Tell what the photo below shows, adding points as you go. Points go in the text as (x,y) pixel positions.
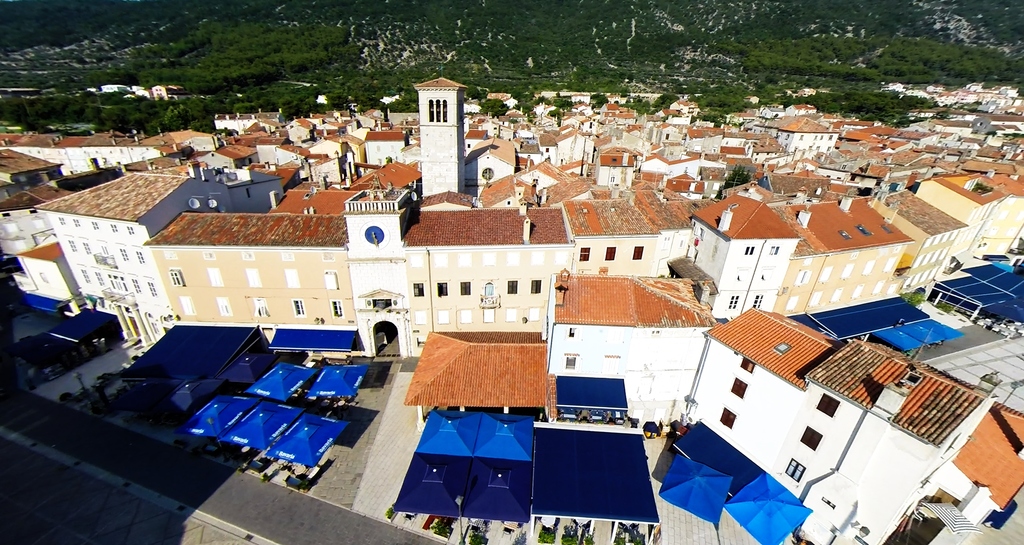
In the picture we can see an Aerial view of the houses (119,261), buildings (753,444) and some blue color tents (800,518) near the houses (972,101) and some buildings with clock towers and in the background (25,99) we can see a hill (66,88) covered with plants (206,103) and grass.
